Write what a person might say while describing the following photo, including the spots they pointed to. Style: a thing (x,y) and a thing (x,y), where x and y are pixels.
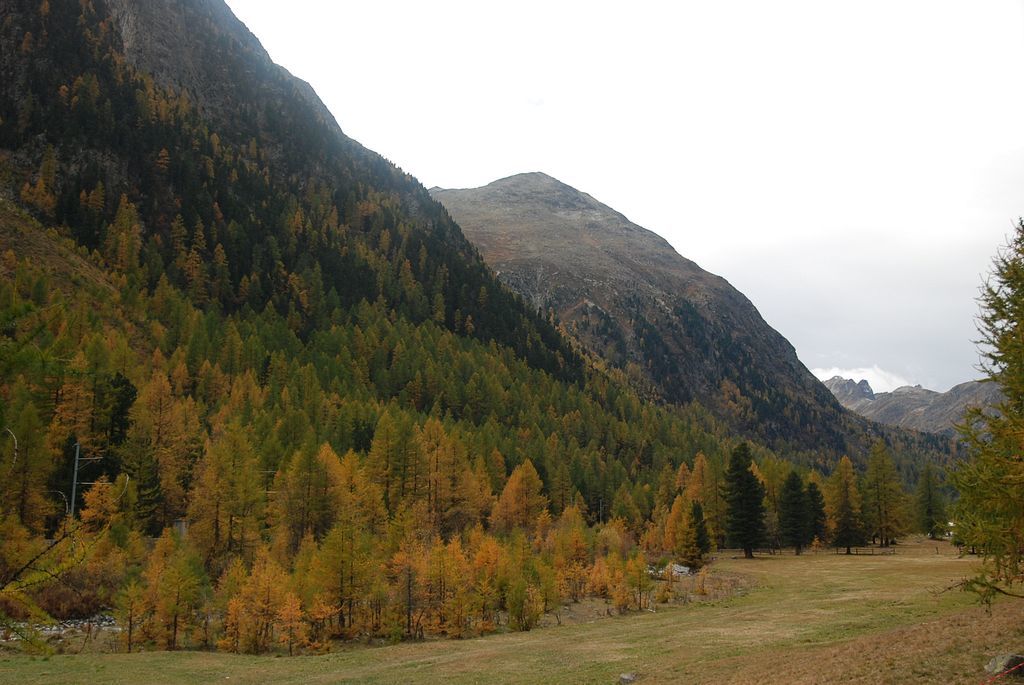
In this image, I can see the mountains (607,260). These are the trees (680,538). Here is the grass (771,563). This is the sky (523,113).
